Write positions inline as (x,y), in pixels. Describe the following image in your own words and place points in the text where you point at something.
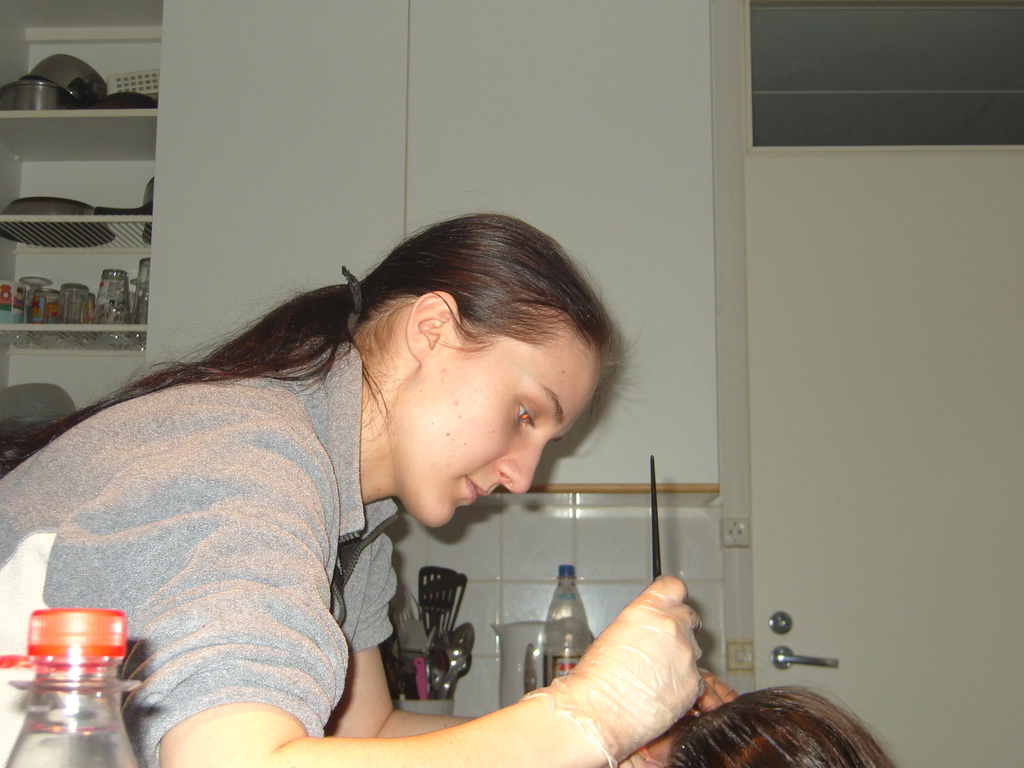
In this image there is a woman (491,283) standing and applying a cream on another person 's hair (785,704), and at the back ground (424,650) there are bottles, spoons (433,659) in a stand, glasses (66,290), plates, bowls (77,98) in a wooden rack (92,169) and a door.
